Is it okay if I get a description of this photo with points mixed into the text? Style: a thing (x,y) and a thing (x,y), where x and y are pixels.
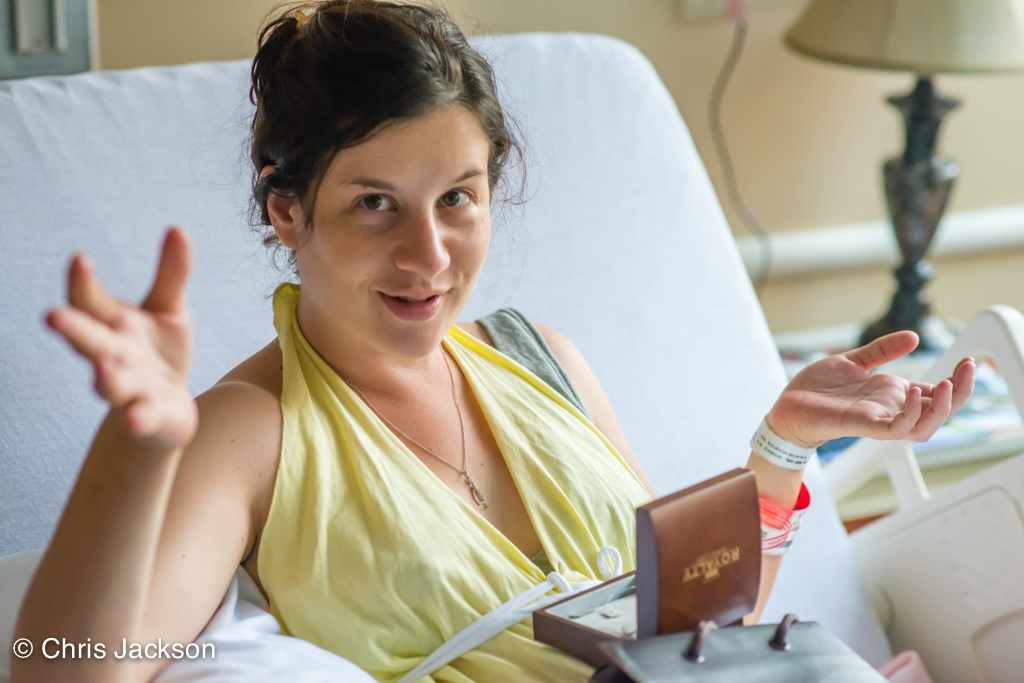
In this image we can see there is a lady (410,441) lay on the bed (911,451) and looking into the camera and there are few objects (686,614) placed on her stomach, beside the bed (777,354) there is a lamp (900,161) on the table (963,453).
